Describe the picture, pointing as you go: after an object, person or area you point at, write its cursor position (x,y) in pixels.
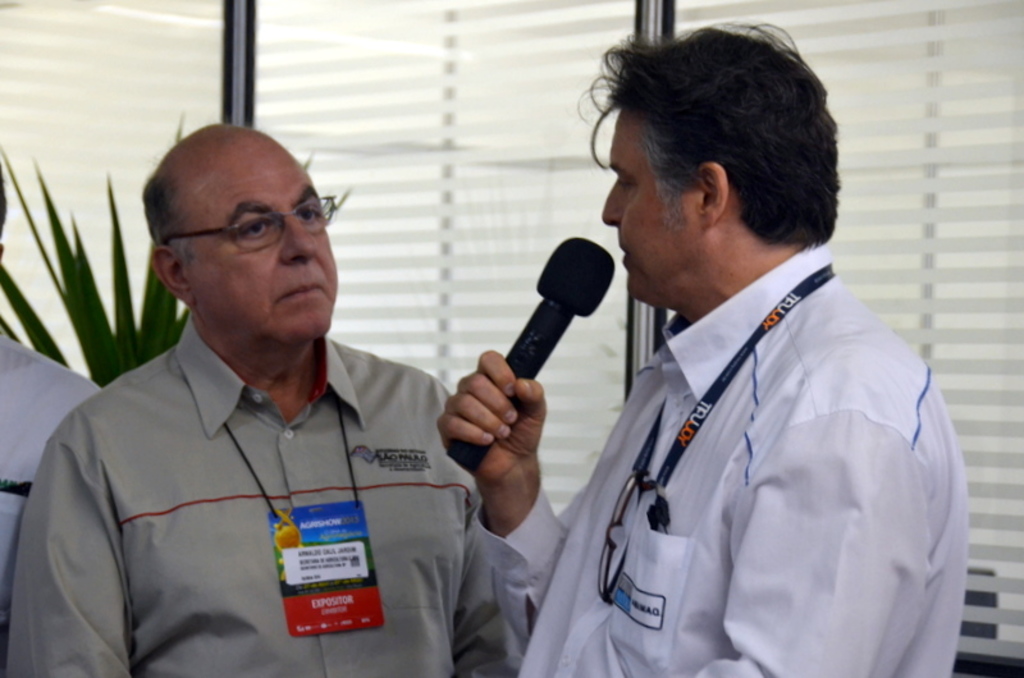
In this picture there is a person (562,650) who is standing at the right side of the image (715,97) by holding a mic (600,247) in his hand (512,467) and there is another person (93,642) who is standing at the left side of the image (100,656), there is a plant (78,252) at the left side of the image (91,196) and glass windows (403,106) around the area of the image.
